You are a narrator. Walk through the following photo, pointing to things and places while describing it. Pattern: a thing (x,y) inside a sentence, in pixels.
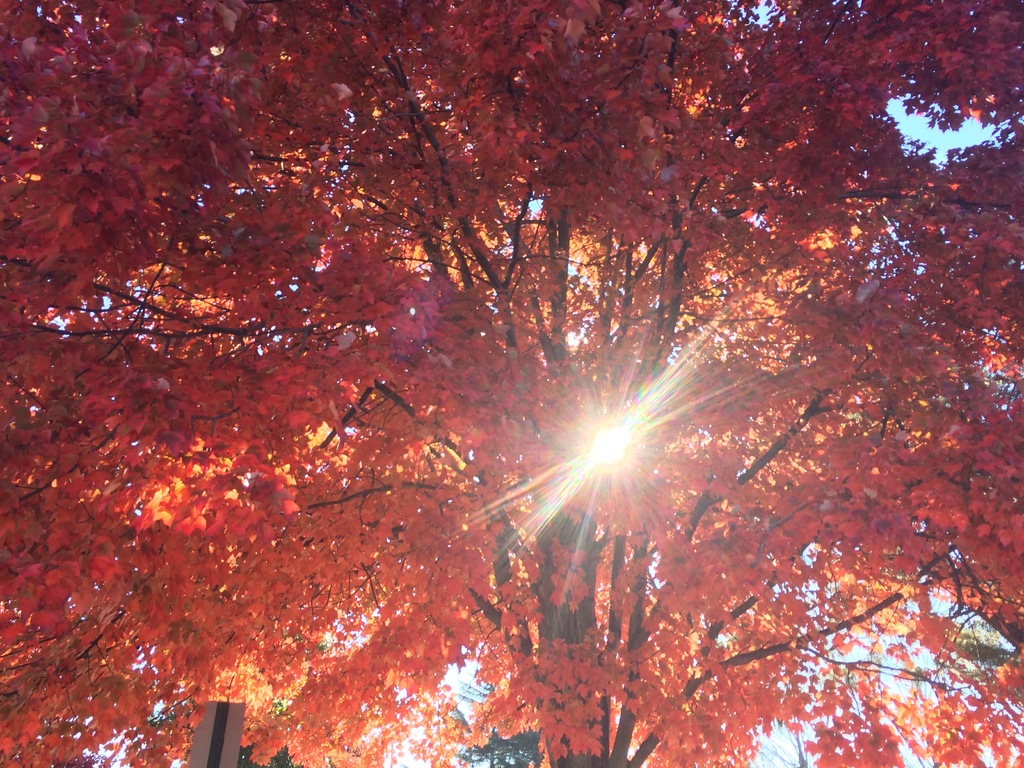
In the image there is a tree (450,591) with orange leaves (478,464). Through the leaves (504,522) there is a sunlight (597,452).
